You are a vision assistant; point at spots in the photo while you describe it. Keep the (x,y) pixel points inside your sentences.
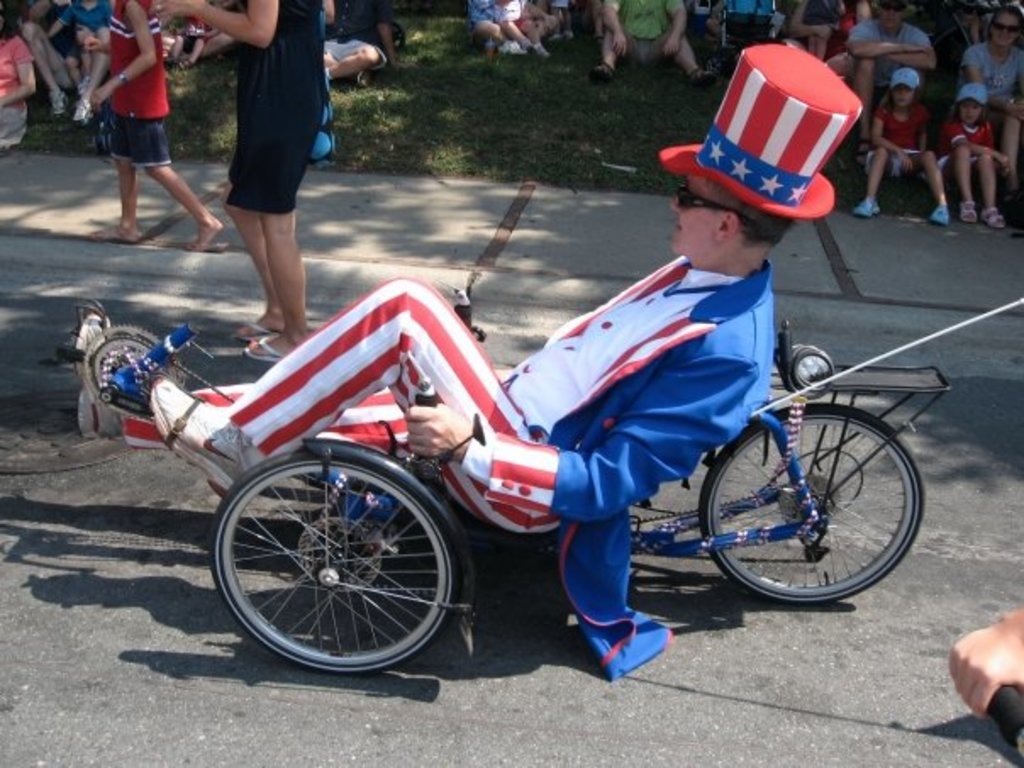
In the picture, it is a road (6,532) and a person (582,464) is performing some action using the cycle (808,509), he is wearing red color hat (767,187), a blue color coat (636,426) and red and white pant (476,382) and white shoes (218,430), beside this person (594,459) there are lot of people (983,99) sitting on the grass (448,90), a woman (272,155) and a kid (165,165) are standing on the road (244,308) beside him.
